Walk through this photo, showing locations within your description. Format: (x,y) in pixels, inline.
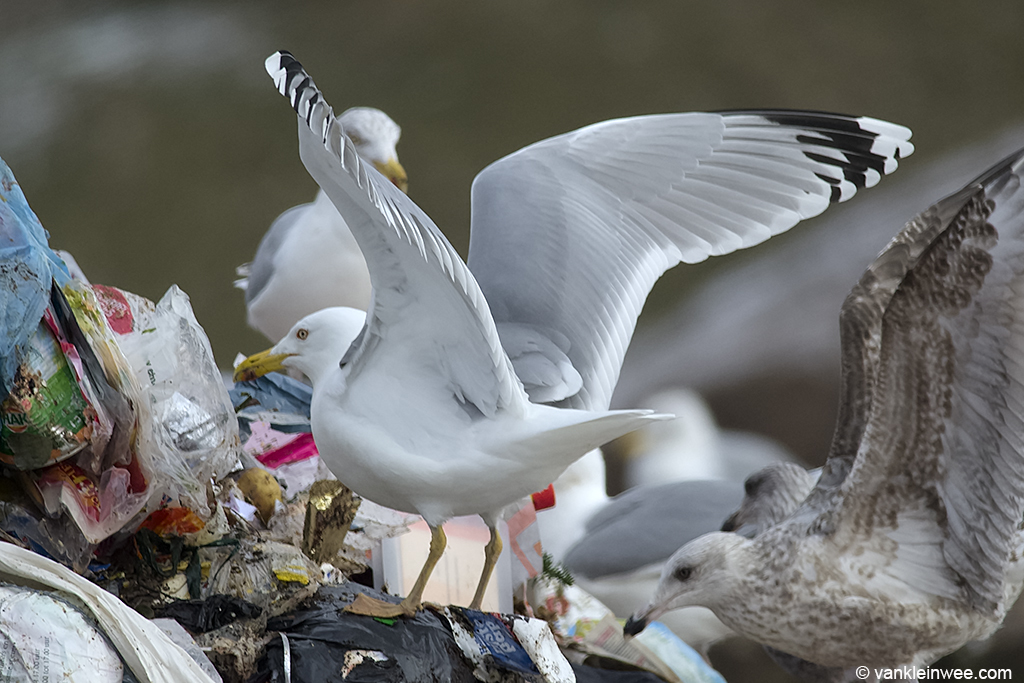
In this image there are birds (517,467) and waste (295,632) in the background (407,49) it is blurred, in the bottom right (912,672) there is text (926,670).
